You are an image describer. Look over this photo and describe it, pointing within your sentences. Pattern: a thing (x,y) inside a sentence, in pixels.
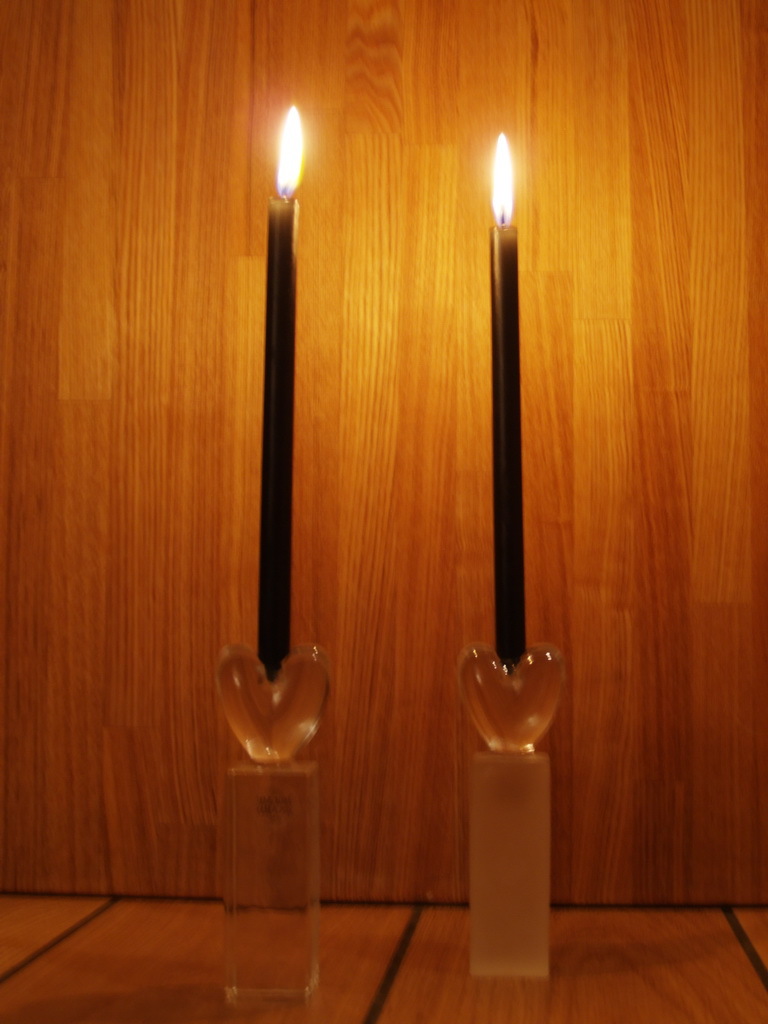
There are two candles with the flame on the candle stand (284,777). I think this is a wooden board (107,622). This is the floor (161,962).
